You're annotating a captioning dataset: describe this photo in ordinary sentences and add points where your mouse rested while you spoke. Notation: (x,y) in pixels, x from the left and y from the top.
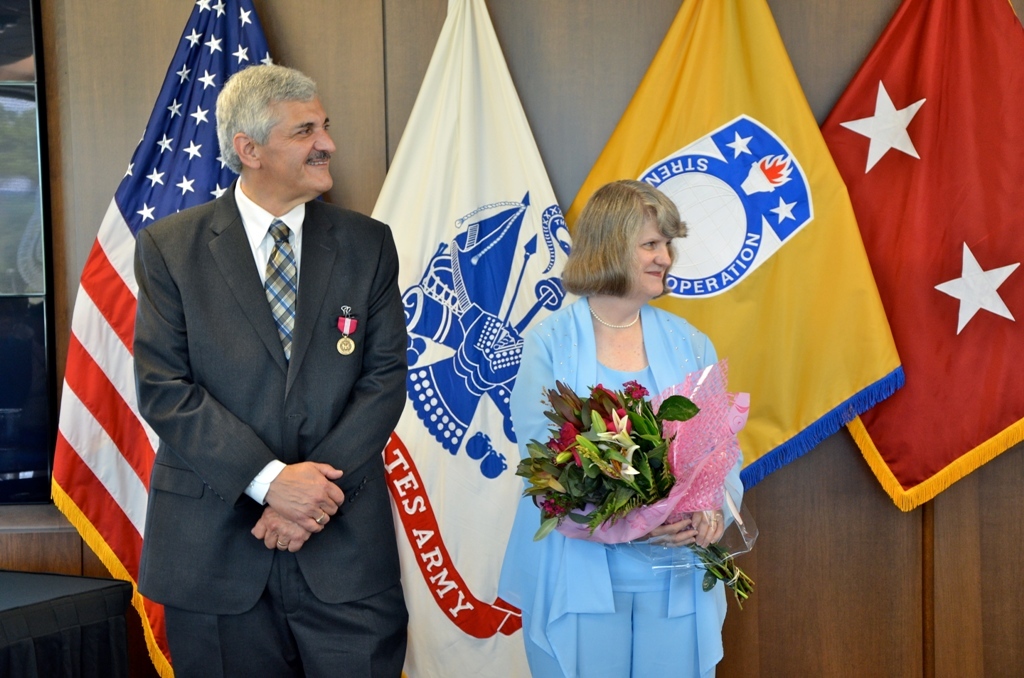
Here I can see a man (249,414) and a woman (619,354) are standing and smiling by looking at the right side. The woman (616,331) is holding a flower bouquet (588,527) in the hands (689,532). At the back of these people (242,157) I can see four flags (408,185) and a wall (326,42) made up of wood (102,108). On the left side (17,219) there is a board (1,208).
